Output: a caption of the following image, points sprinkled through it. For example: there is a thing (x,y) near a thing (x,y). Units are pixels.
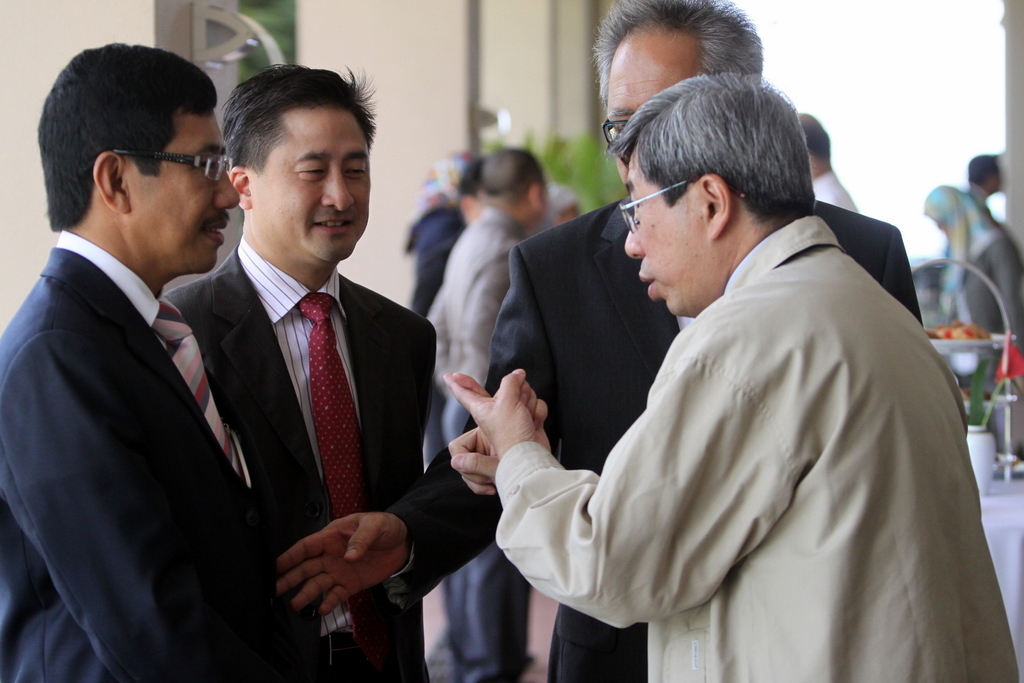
In the image I can see some people (618,413), among them there are wearing suits (250,307) and behind there are some other people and a plant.
